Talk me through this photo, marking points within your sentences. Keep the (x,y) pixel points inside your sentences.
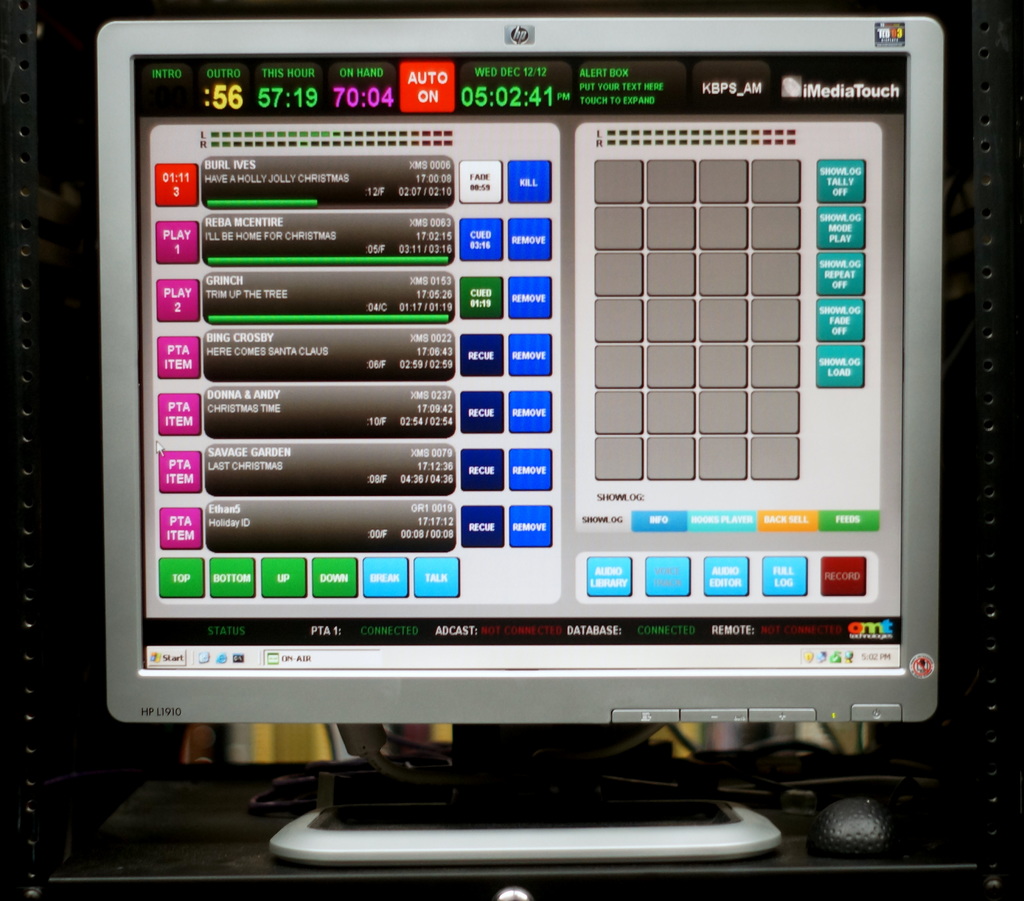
In this image we can see a monitor (432,348) on the object (399,788). On the monitor screen (382,324), there are letters (378,305) and numbers (378,305). Monitor (632,719) consists of some keys (874,722). On the object (899,828) there is a mouse (843,812) and wires (309,794). On the left (19,855) and right side of the image (995,867) there are iron objects (982,591).
